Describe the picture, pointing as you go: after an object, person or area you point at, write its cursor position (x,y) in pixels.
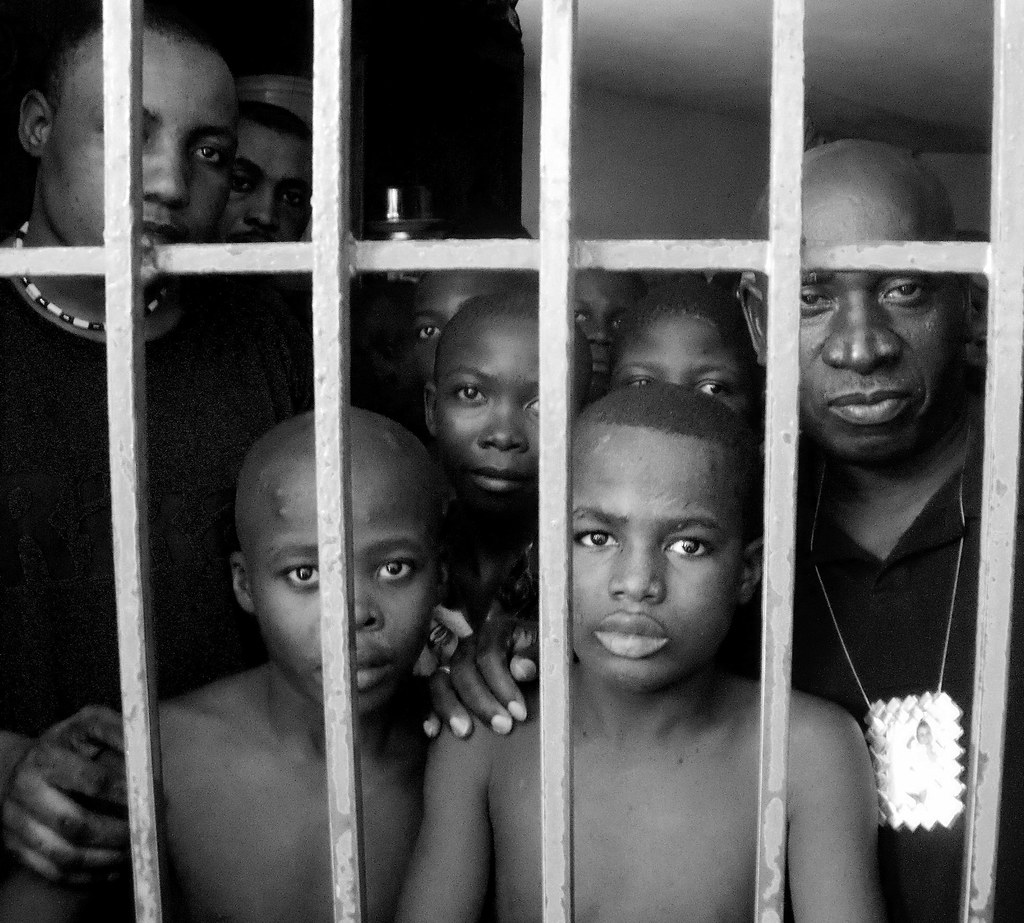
This is a black and white picture, in this image we can see a few people (462,417) and the grille (440,260), also we can see the background (429,5) is dark.
